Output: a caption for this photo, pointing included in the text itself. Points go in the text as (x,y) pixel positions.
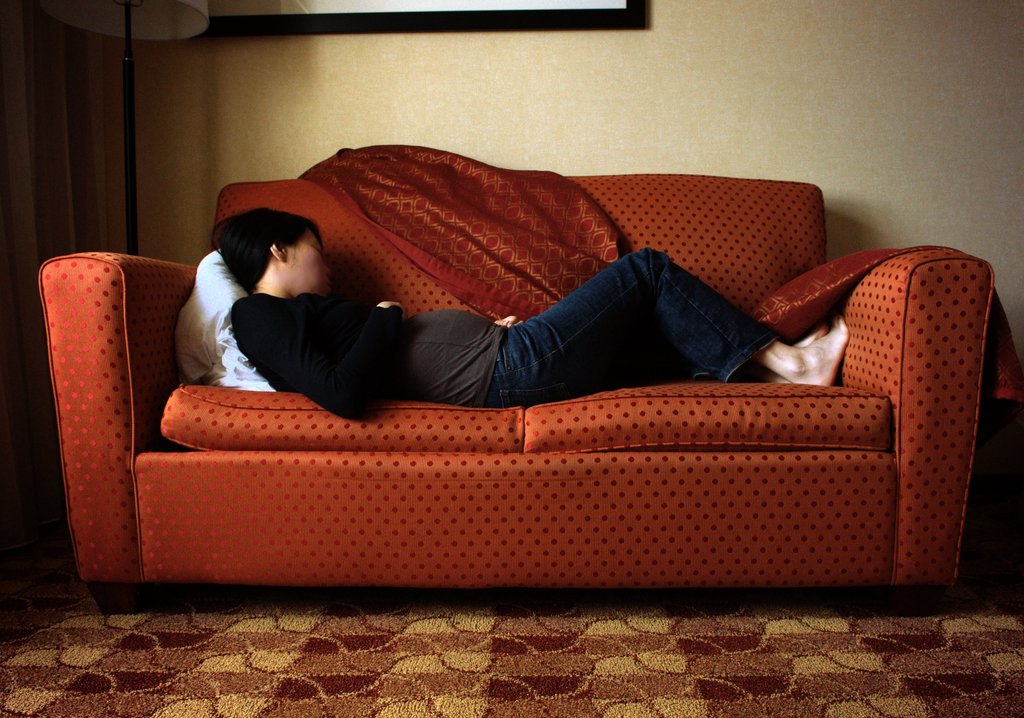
This is a red color couch (613,439). Here is a woman (498,364) sleeping on the couch (855,357). I can see a blanket (463,217) with red color on this couch (613,208). This is a white color pillow (213,315). This is a lamp (129,35) with the lamp stand (132,138). At background (535,22) I can see a frame (521,26) attached to the wall (811,66). And this looks like a carpet (528,660).
